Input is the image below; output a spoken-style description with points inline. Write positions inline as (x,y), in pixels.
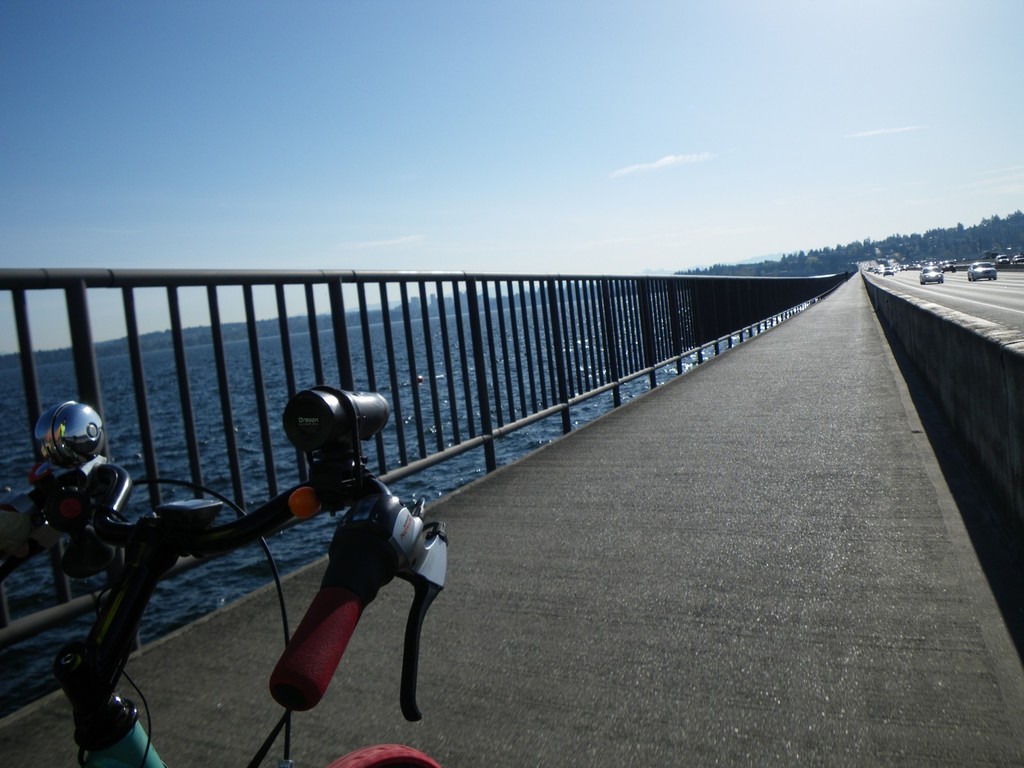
In this image I can see a bicycle (112,673) which is black, white and red in color on the bridge (423,729). I can see the road (1014,296), the railing (806,290), few vehicles (924,276) on the road (997,304) and in the background (959,259) I can see the water (466,317), few trees (968,233) and the sky (516,157).
